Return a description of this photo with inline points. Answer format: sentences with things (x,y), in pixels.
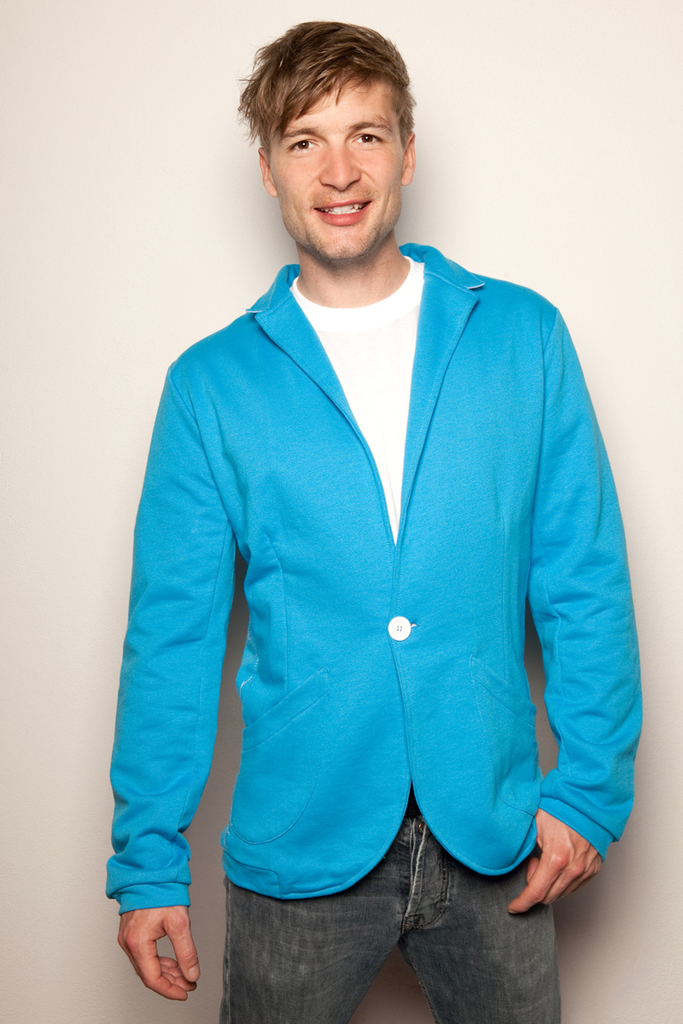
In this picture there is a man (366,774) with blue jacket (136,895) is standing and smiling. At the back (162,226) it looks like a wall (5,508).
